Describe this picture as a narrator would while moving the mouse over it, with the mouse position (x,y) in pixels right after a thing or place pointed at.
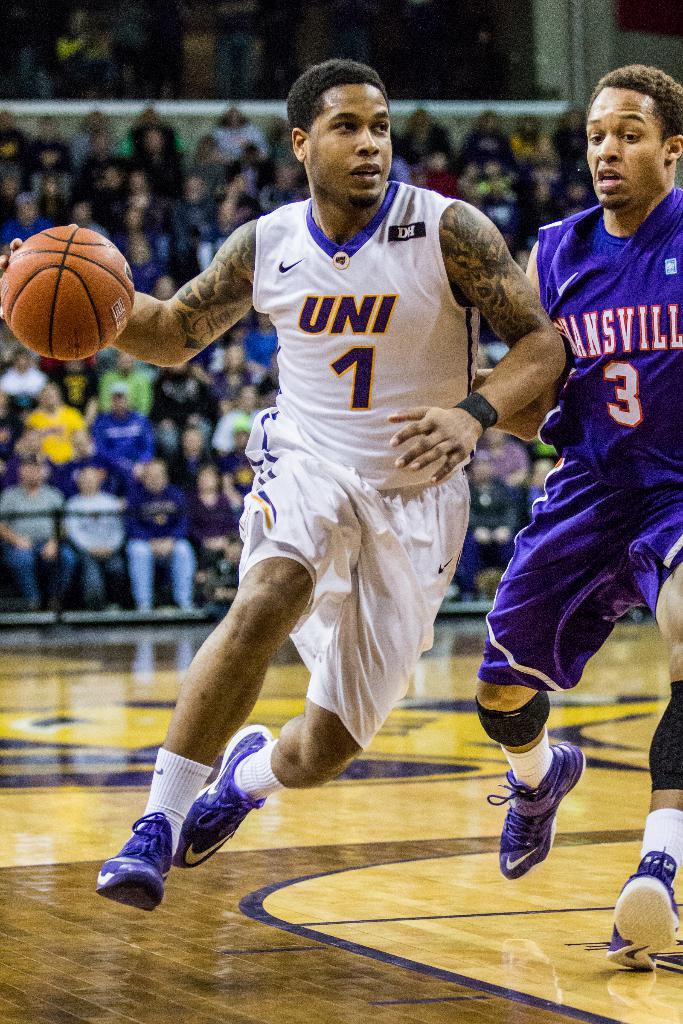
In this image in front (599,372) there are two people (384,400) playing a game. At the bottom of the image (315,940) there is a floor (315,940). In the background of the image (232,142) there are people (154,181) sitting on the chairs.
